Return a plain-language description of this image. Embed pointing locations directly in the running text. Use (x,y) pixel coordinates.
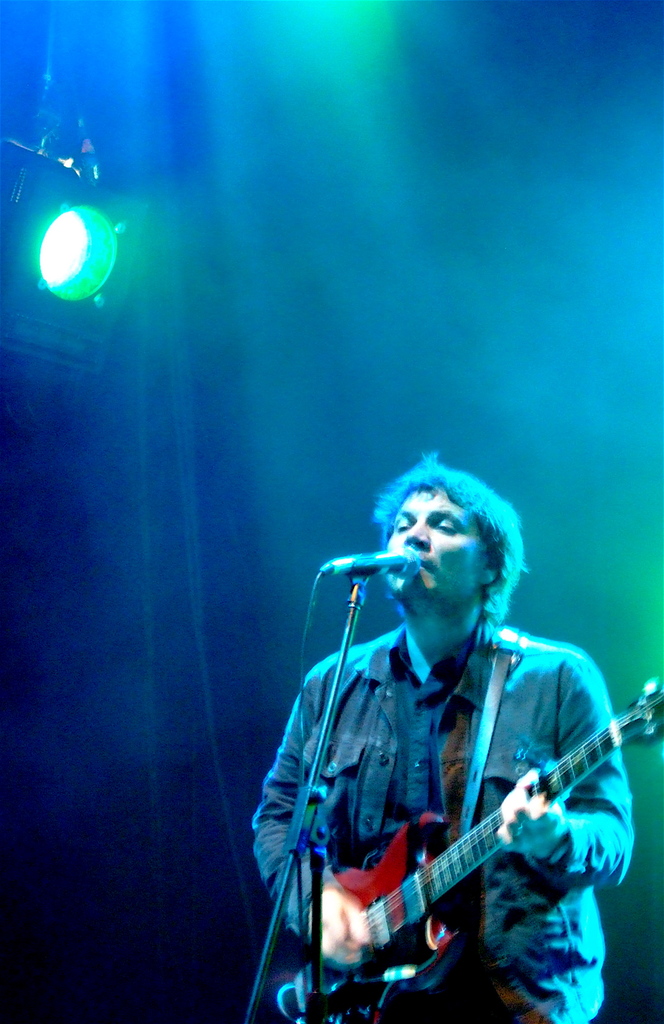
The man (460,591) is standing in-front of mic (407,557) and singing. The man (502,649) playing guitar (491,829). Mic (389,561). Mic holder (351,595). The light (66,254) is focusing on this man (455,692).
